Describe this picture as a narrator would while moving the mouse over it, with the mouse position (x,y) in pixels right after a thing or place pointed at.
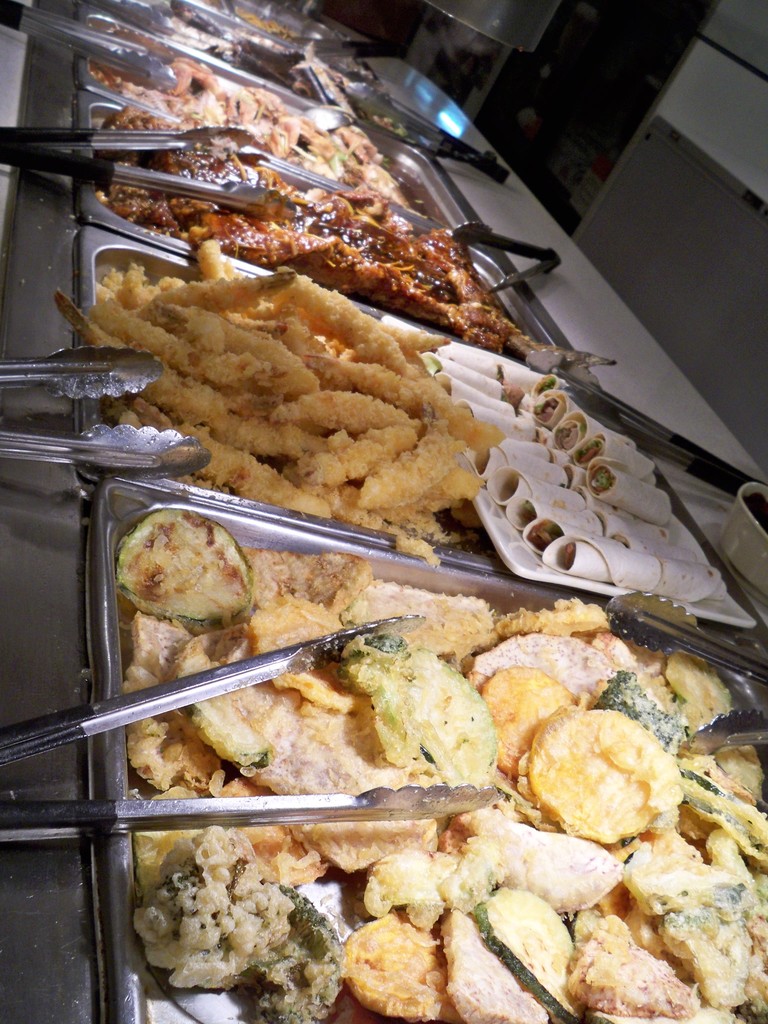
In this picture we can see food (274,278) in the bowls (331,601), and we can find few tongs (252,798).
